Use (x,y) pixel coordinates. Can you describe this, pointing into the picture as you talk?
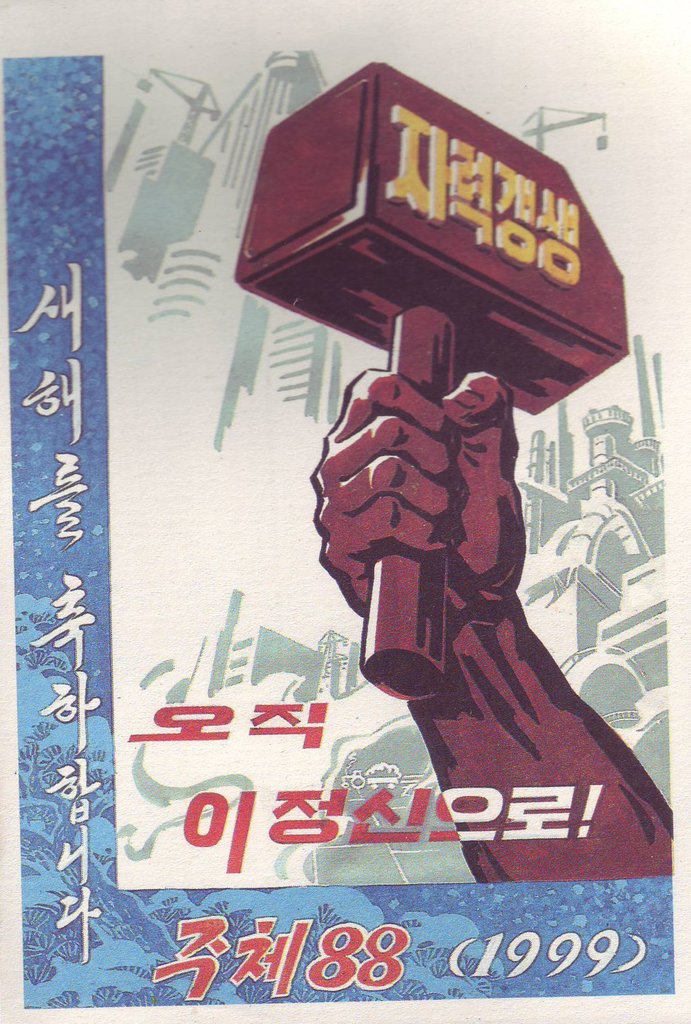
In this image I see a poster (215,154) and on the poster (231,280) I see a depiction of a person's hand (446,558) who is holding a hammer (409,231) and something is written on it and I see few more words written and I see numbers (575,936) over here and I see few things (656,591) in the background (533,556).
